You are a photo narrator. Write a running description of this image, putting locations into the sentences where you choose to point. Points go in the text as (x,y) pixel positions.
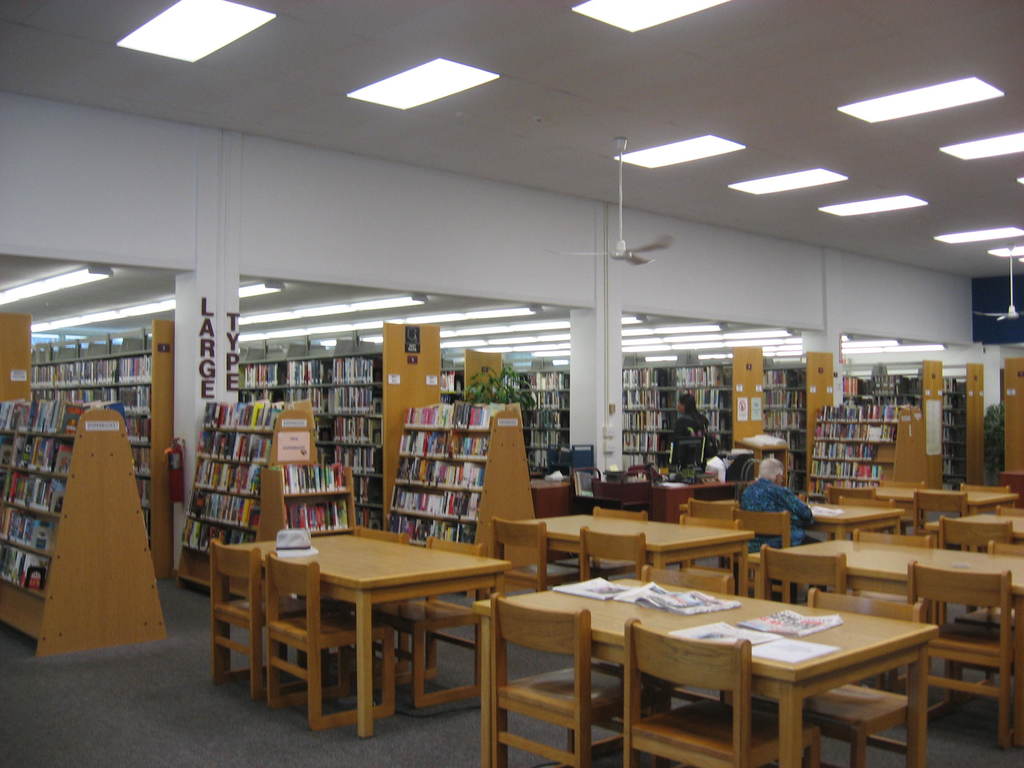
This is inside view of a building (535,79) and on the middle (434,388) I can see a wooden racks (510,431), on the racks (514,406) there are number of books (289,396) kept in the racks (75,561) and there are number of chairs (336,637) and tables (329,574) kept on the floor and right side (772,482) I can see a person (784,487) sit on the chair (774,522) wearing a blue color shirt (784,508) and there are some fans (641,259) hanging from the ceiling (524,336).
